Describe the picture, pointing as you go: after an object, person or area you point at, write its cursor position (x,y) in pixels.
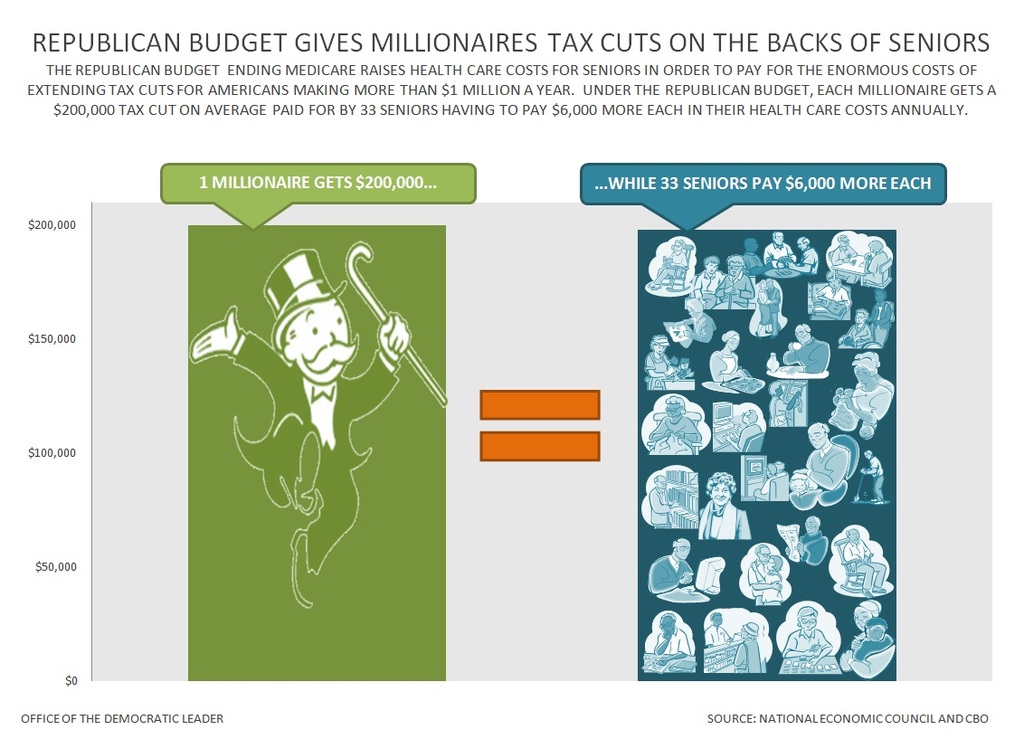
In this picture we can see some people (383,382), symbols (551,414) and some text (134,64) on the page (515,538).
